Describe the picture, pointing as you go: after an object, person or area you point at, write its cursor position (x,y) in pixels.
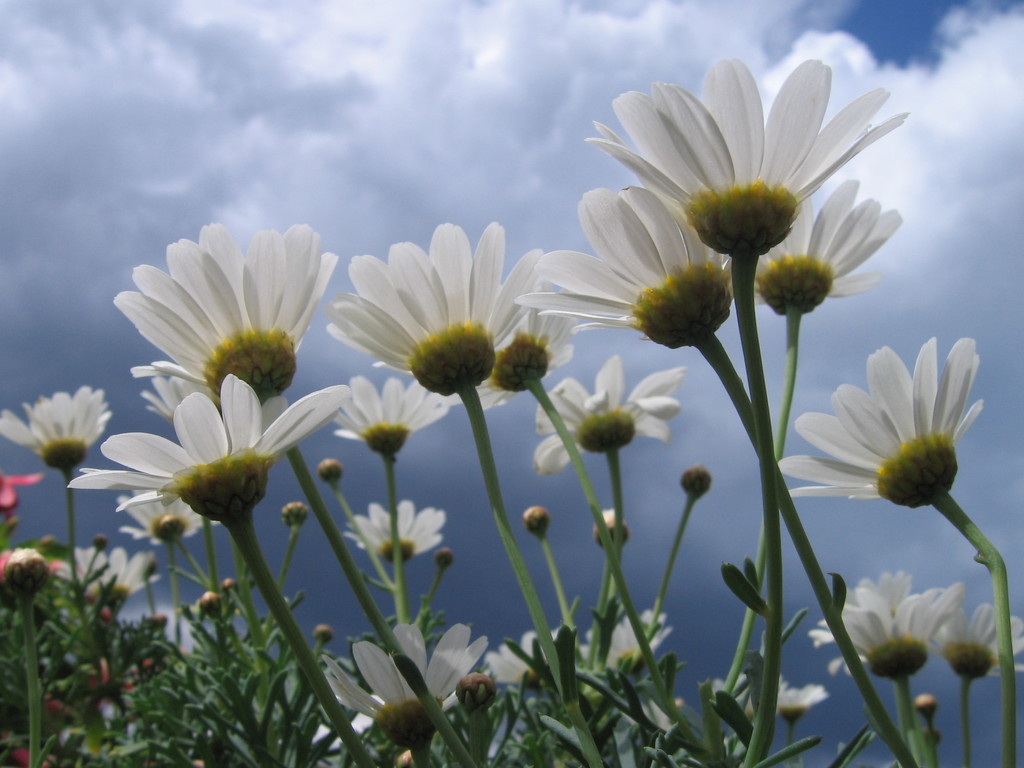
In this image there are plants (67,680) having flowers (608,396), buds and leaves (190,661). Background (71,311) there is sky (566,236).
